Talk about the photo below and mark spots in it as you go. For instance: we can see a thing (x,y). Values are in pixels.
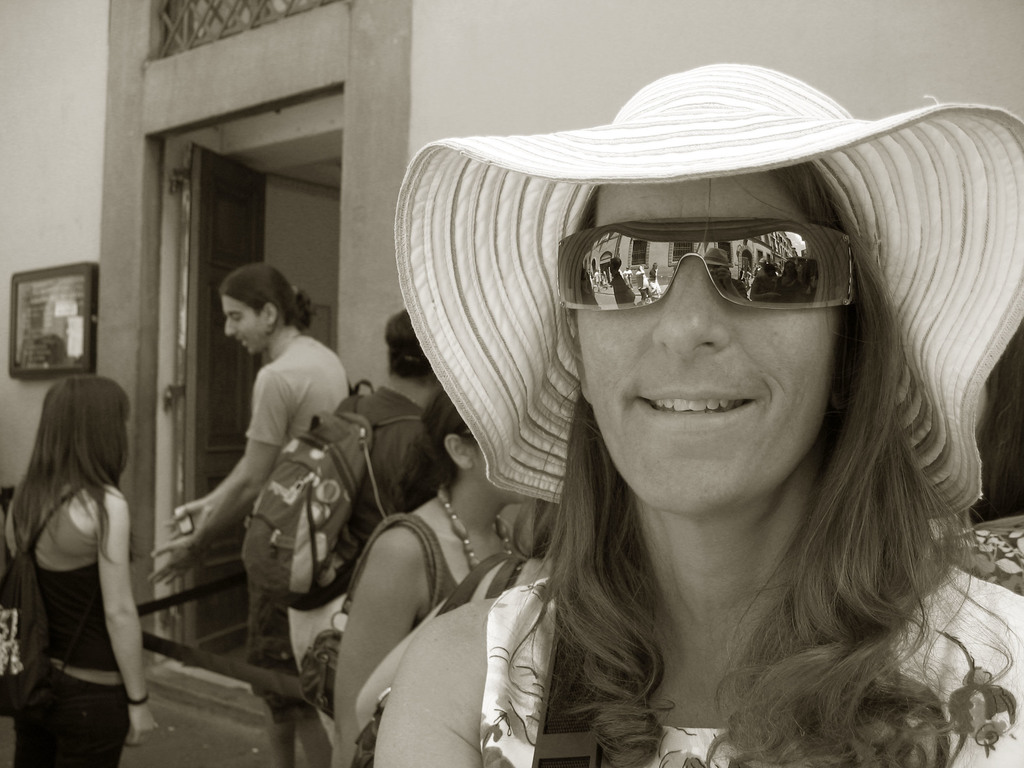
In this picture we can see some people (395,515) standing here, a person (579,541) on the right side (732,566) wore a cap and goggles (747,252), in the background (547,96) there is a wall (524,45).
